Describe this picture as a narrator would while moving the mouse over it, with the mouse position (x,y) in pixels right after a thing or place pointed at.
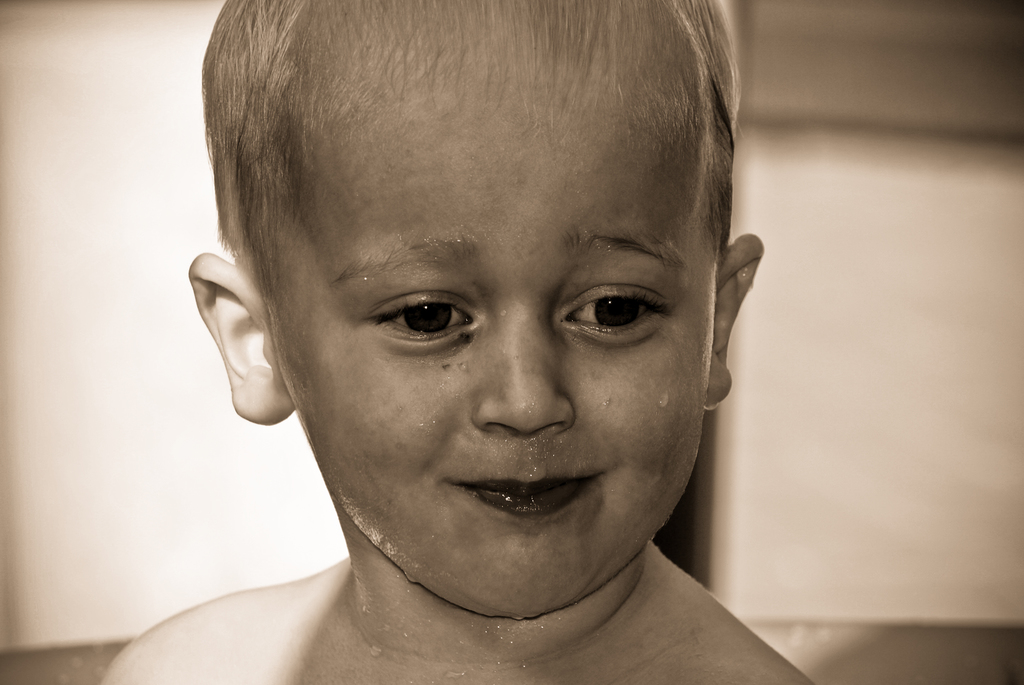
In this image I can see a boy (536,281) and I can see few water droplets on his face (457,484) and in the background (183,333) I can see the white colored surface (195,351).
